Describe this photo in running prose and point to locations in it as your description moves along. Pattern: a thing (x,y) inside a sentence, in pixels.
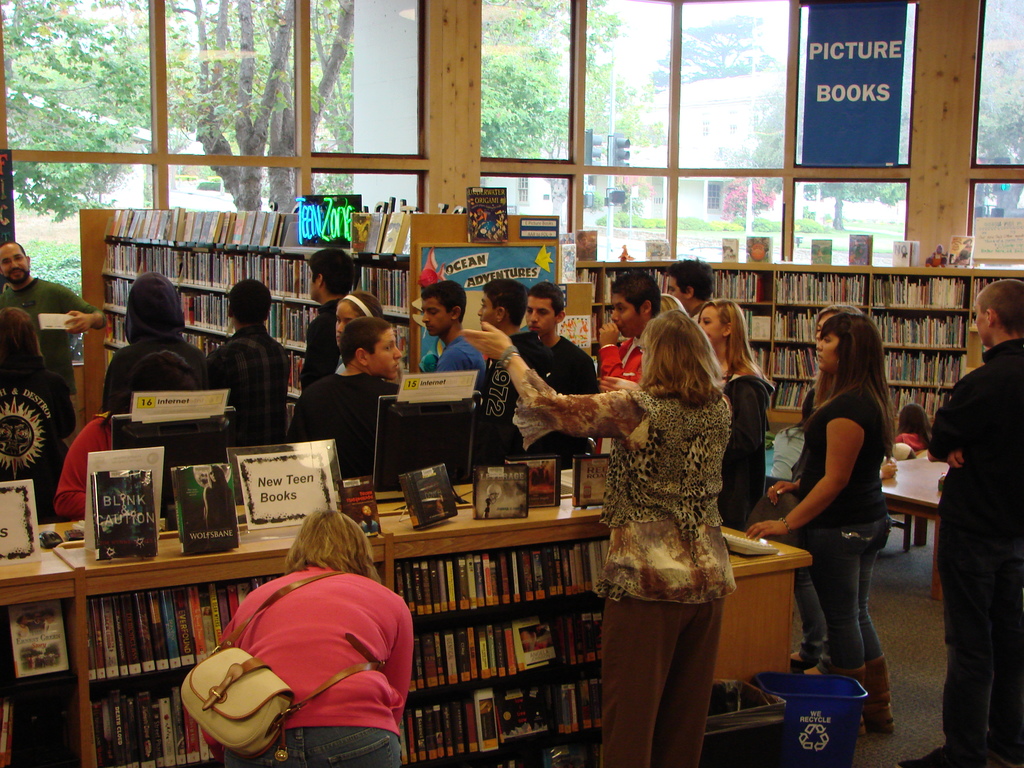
In this image there are trees (506,69) towards the top of the image (187,91), there are buildings (726,128), there are poles (614,118), there is a traffic light (623,144), there are plants (807,224), there is a glass wall (518,120), there is a board (866,74) towards the top of the image (846,72), there is text (871,96) on the board (835,79), there are shelves (460,656), there are books (229,219) in the shelves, there are groups of persons (944,510) standing, there is a man (41,332) holding an object (52,325) towards the left of the image (34,298), there is a woman (293,617) wearing a bag (314,696) towards the bottom of the image (327,662), there is a woman (904,419) sitting, there is floor (916,619) towards the bottom of the image (910,682), there are objects (827,711) on the floor (906,754).
